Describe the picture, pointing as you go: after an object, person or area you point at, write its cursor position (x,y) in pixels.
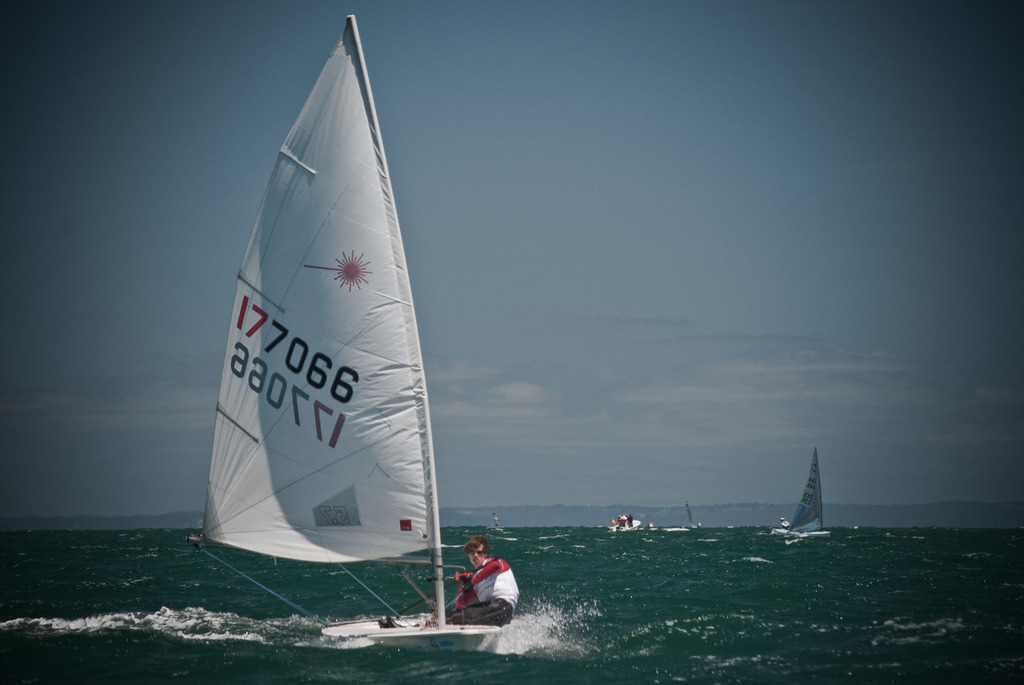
In this image in the center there is a person (467,599) sailing on the water (601,573). In the background (787,528) there are boats (696,525) sailing on the water (10,616) and the sky (593,403) is cloudy.
